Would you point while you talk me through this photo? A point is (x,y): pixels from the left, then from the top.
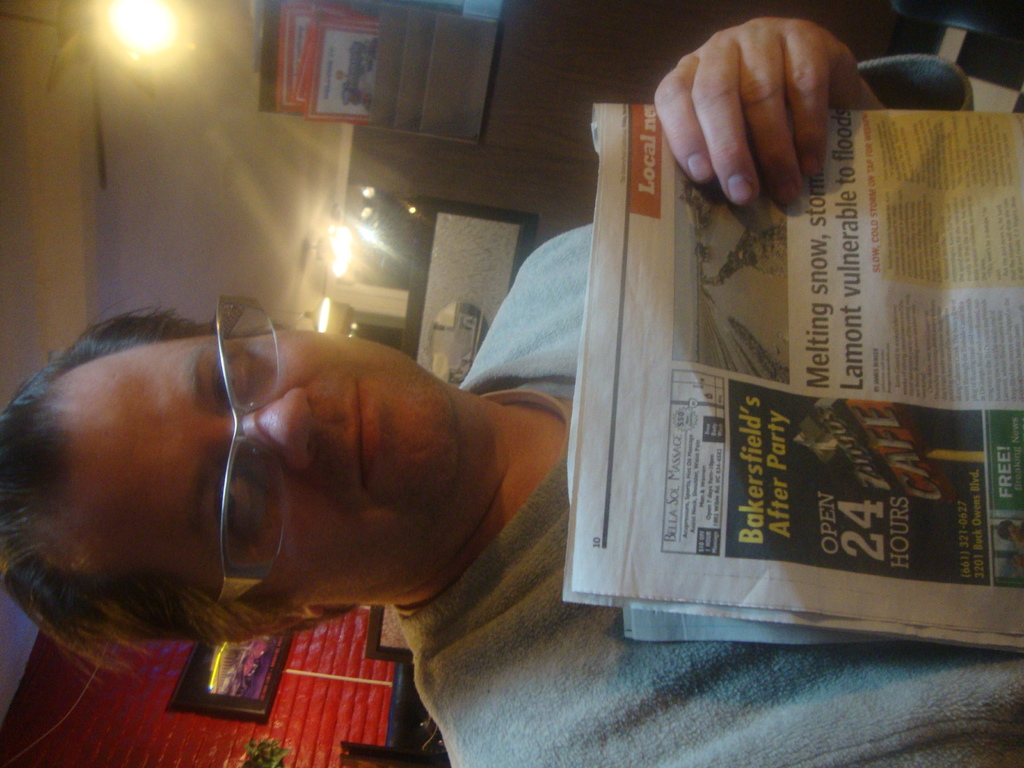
In the image a man (841,701) is standing and holding a paper (1018,601). Behind him there is a wall (595,66), on the wall (295,704) there are some frames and light (153,22).
